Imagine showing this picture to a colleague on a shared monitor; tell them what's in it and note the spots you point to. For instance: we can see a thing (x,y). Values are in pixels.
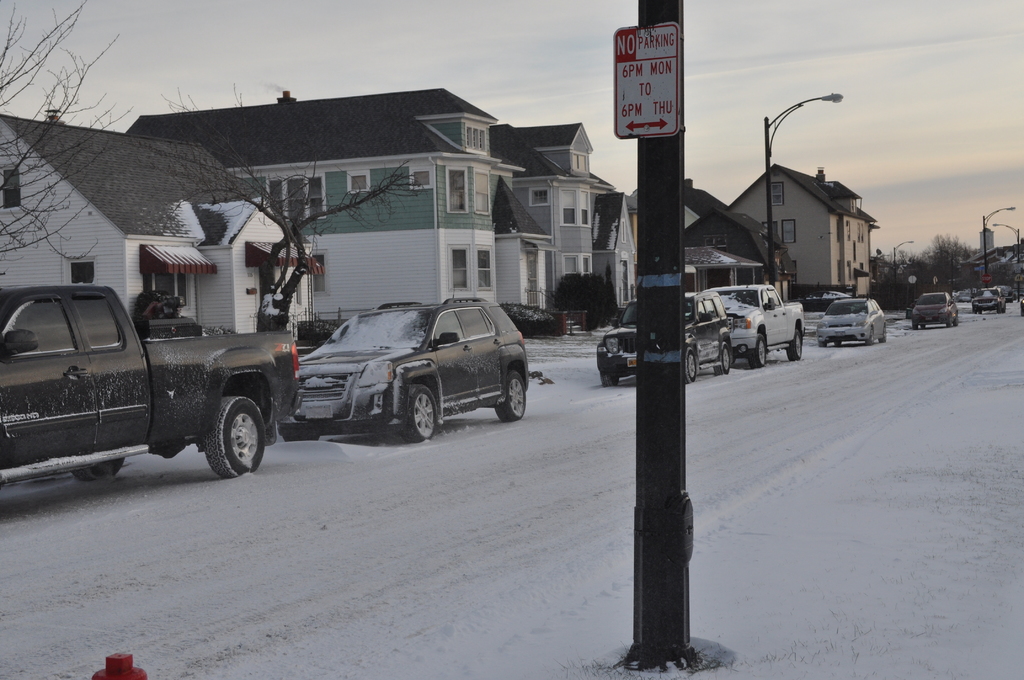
In this image I can see poles (659,576), boards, fleets of vehicles (29,324) on the road (515,490), snow (522,507), buildings (420,278), trees (16,169), windows (453,269), light poles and the sky (499,93). This image is taken may be during a day.
